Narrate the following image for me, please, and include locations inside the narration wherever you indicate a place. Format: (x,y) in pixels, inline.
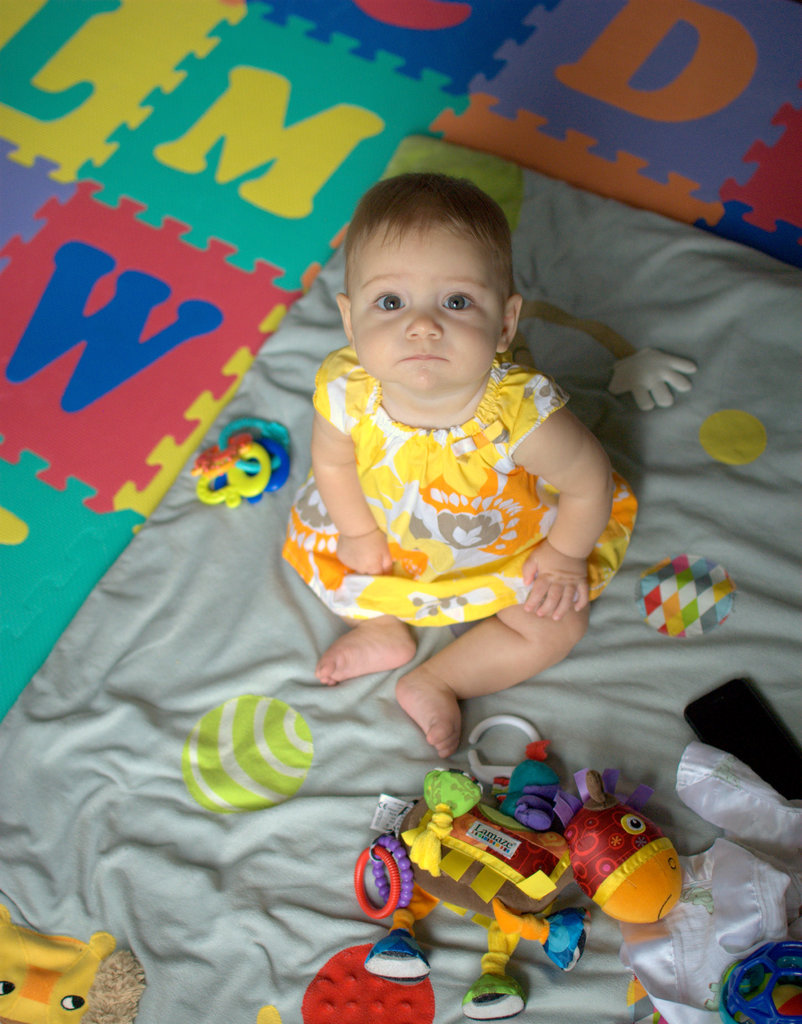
In the foreground of this image (446,496), there is a kid (395,588) sitting on a mat (273,823) and there are many toys (520,841) on the mat (733,566). On the top (144,227), there is letters grid flooring (289,108).
